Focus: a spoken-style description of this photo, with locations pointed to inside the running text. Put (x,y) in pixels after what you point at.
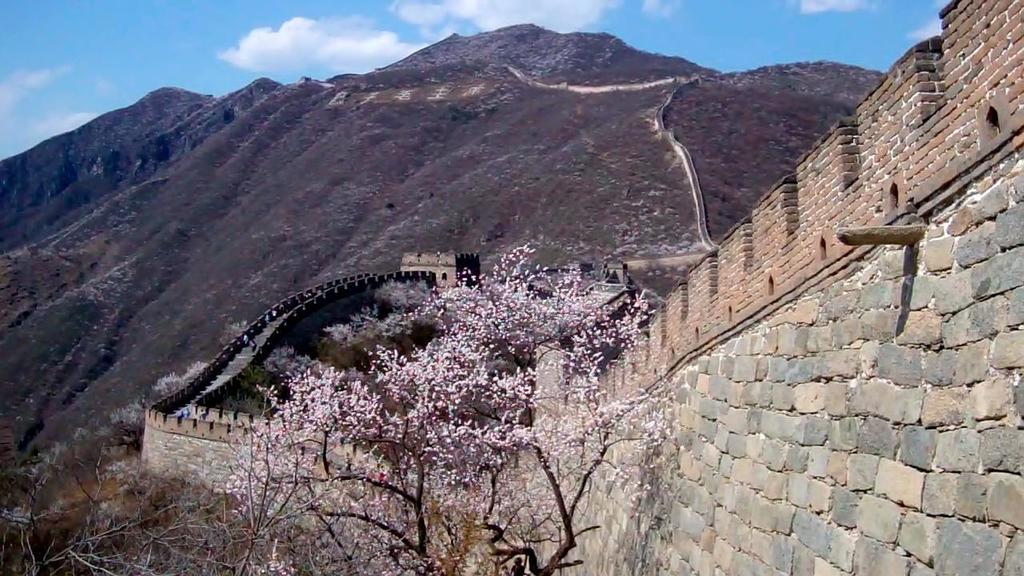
In this image I can see great wall of China (643,358). There are flowers (386,498), trees (383,418), hills (551,242) and in the background (72,10) there is sky (154,47).
